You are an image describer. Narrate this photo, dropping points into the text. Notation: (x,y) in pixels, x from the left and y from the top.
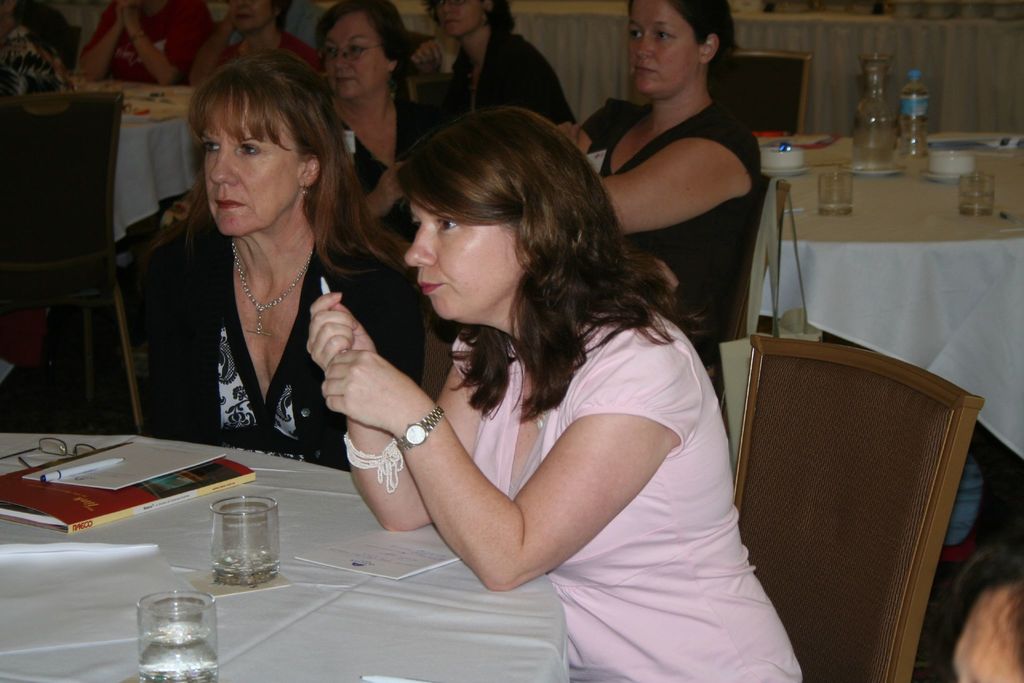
There are two women (276,317) sitting in front of a table (284,538) in a chair (821,587). There is a glass (266,546) on the table (315,574) and some books (104,491), paper (118,474), pen (69,472) and spectacles (55,453). There is a cloth (442,639) on the table (424,639). The woman (661,551) is wearing the pink t shirt (659,582) and the other woman (242,355) is wearing the black dress (245,374). Behind them there are some women (324,73) sitting in the chairs (436,84). In the right (901,168) there is a bottle (911,137) and another table (914,214) with a white cloth (934,296).
